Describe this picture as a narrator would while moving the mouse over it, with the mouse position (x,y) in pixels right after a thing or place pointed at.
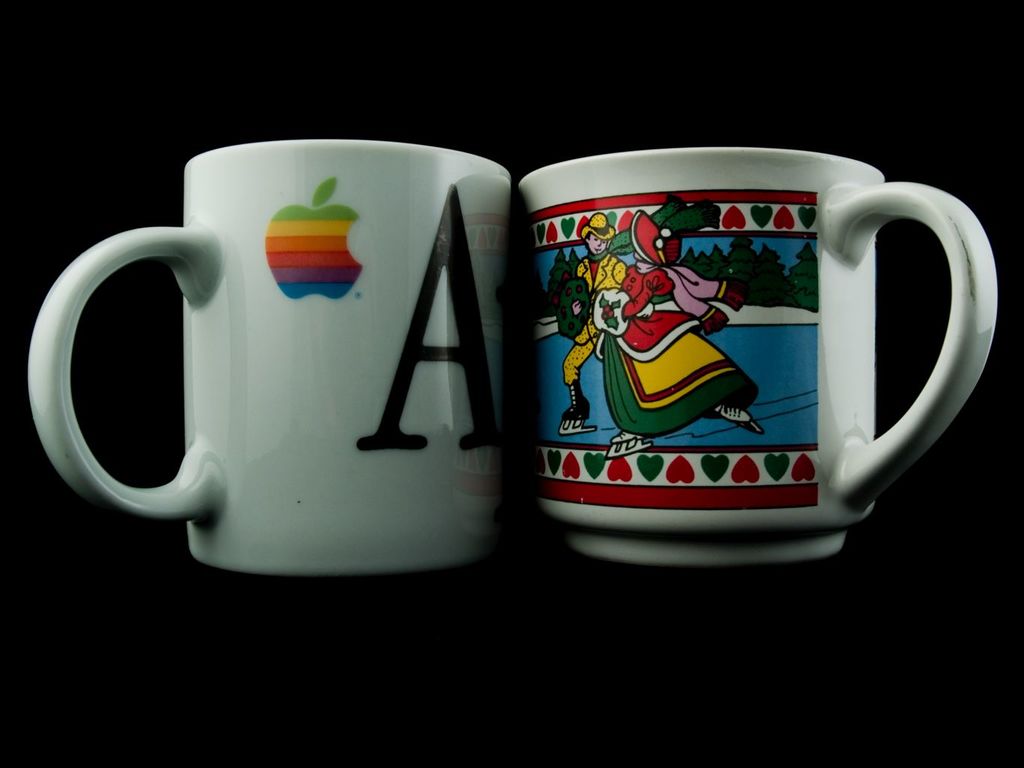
In this image we can see a pair of cups (347,273).
